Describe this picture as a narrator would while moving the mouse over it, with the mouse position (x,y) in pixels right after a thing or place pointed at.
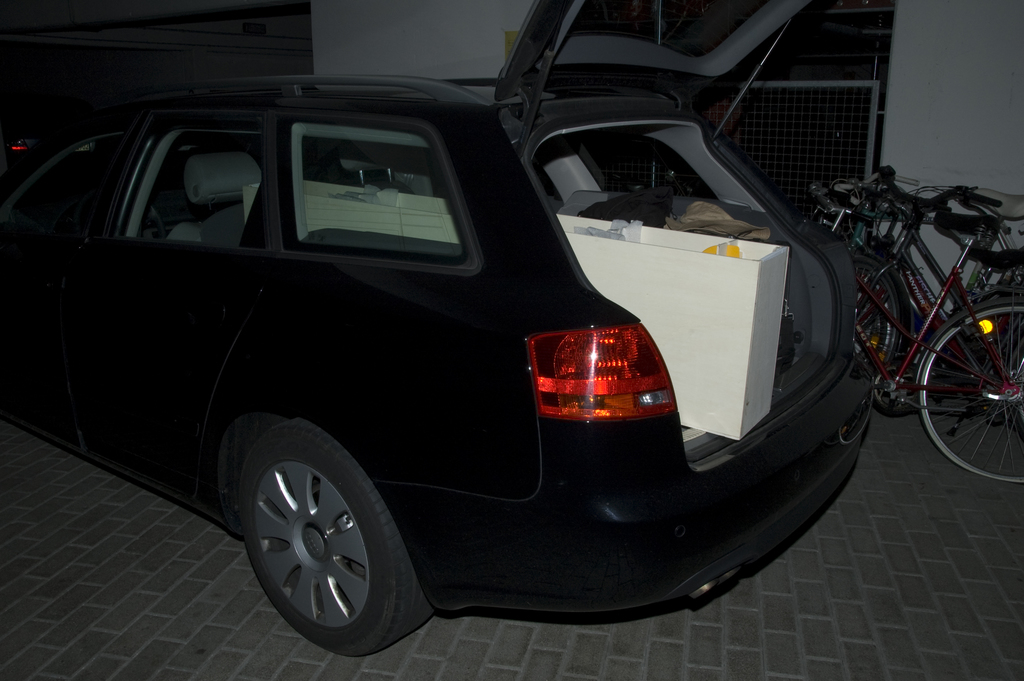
In the image there is a car (794,273). Inside the car (705,227) there are few things (724,294) in it. Behind the car (810,270) on the right side (973,245) there are few bicycles (902,309). In the background (443,24) there is a wall (928,20) with mesh (813,137).
